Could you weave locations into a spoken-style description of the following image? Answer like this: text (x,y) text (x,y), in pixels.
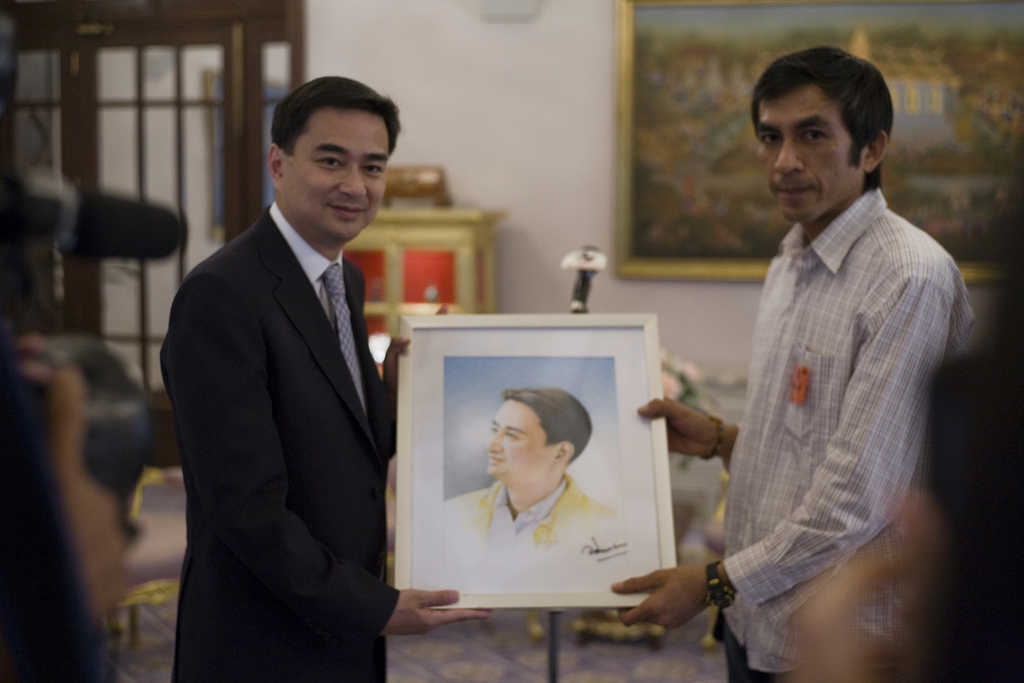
In the center of the image (347,371) we can see two persons (246,511) holding a photograph (488,382). On the left (70,678) and right side of the image (1005,366) we can see persons (48,542). In the background (504,46) there is photo frame (644,68), cupboard (412,269), door (44,61) and wall (405,59).
